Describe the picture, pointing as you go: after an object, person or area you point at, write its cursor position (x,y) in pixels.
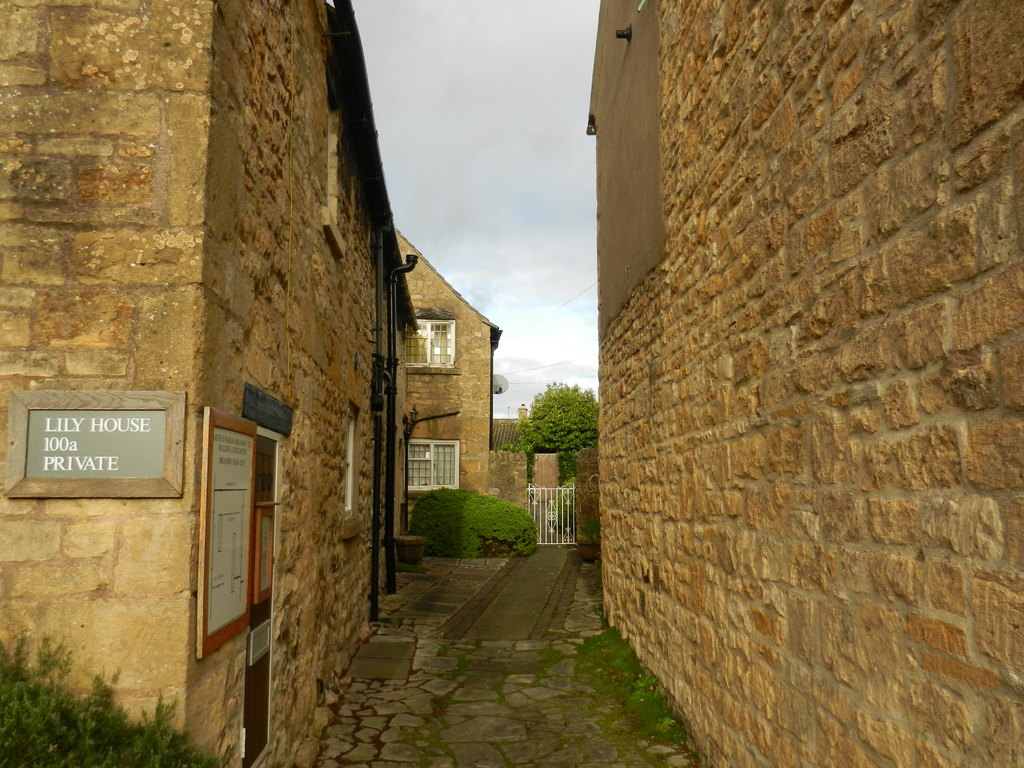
On the right (778,505) and left side of the image (269,459) there are buildings (297,442) with bricks (284,507) and some nameplates (55,490) hanging on the wall (345,574), in the middle of them there is a path (526,659), in front of the buildings (463,419) there are trees (571,407). In the background (500,175) there is a sky (451,85).
